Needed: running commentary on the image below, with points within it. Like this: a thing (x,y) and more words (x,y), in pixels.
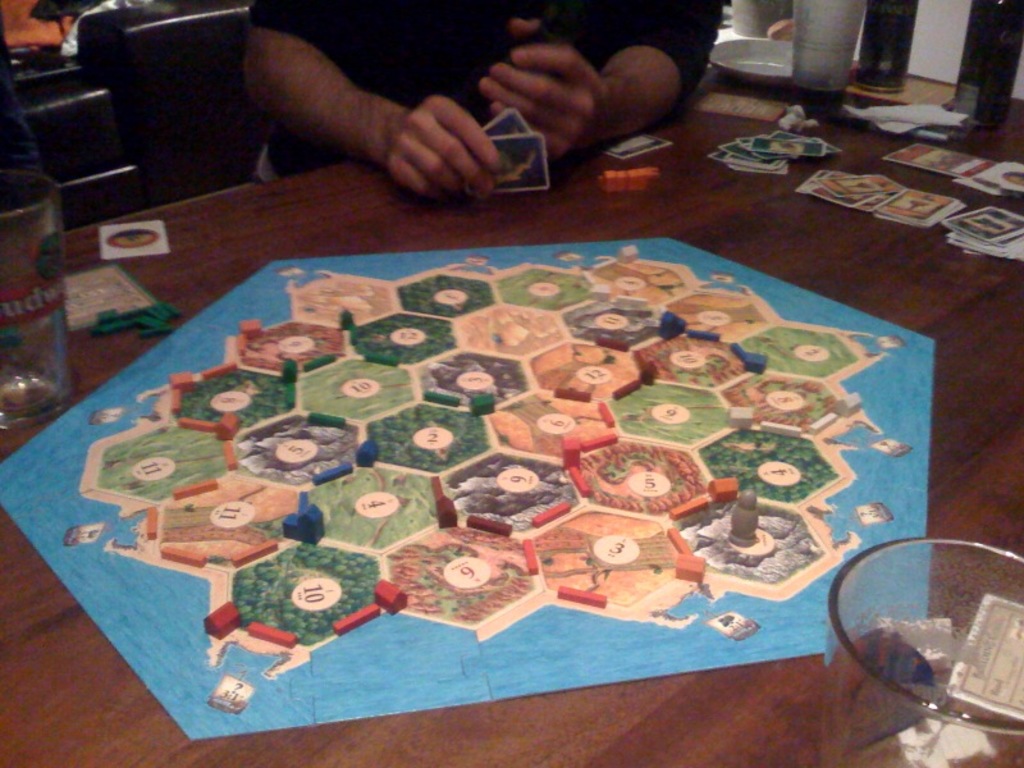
This image is clicked inside the room (502,30). In the front (646,723), there is a table (729,701) on which a game (423,605) is placed. In the front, the man (441,70) sitting is wearing black shirt (384,83) and holding cards (527,162). To the left (41,288), there is a glass (30,286). To the right (767,59), there are cards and plate (757,67).
